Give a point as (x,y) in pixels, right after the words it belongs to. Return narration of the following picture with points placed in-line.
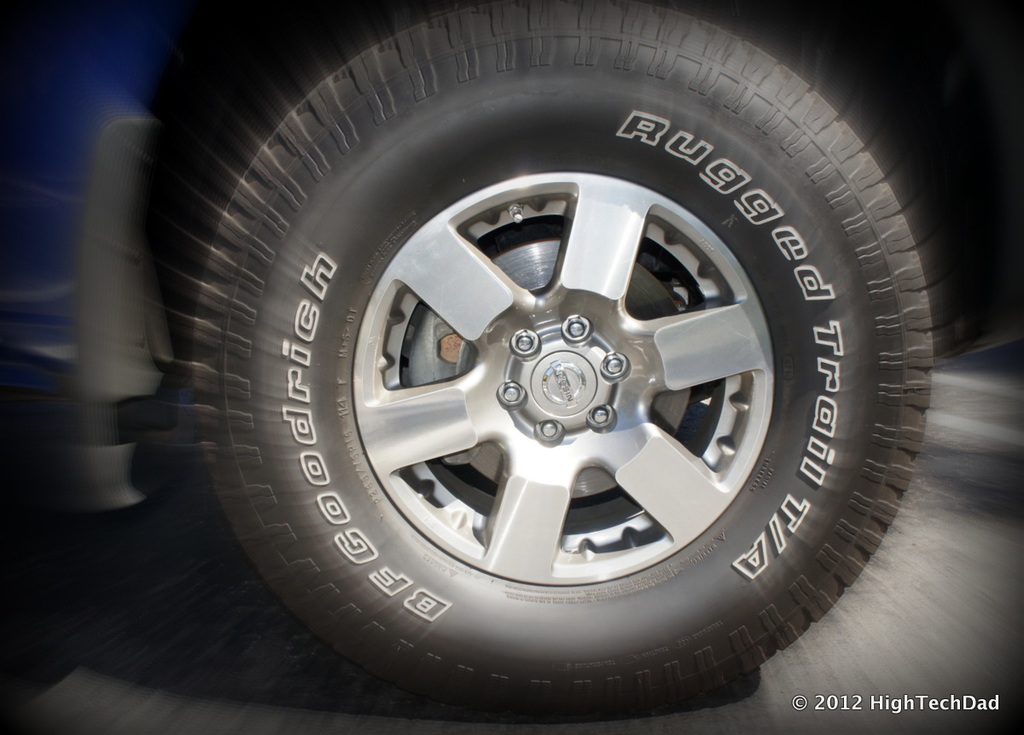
In the middle of the image (674,302) there is a tyre (624,156). Around the tyre (428,130) it is blurry. At the bottom right side of the image (906,706) there is a watermark (802,696).
